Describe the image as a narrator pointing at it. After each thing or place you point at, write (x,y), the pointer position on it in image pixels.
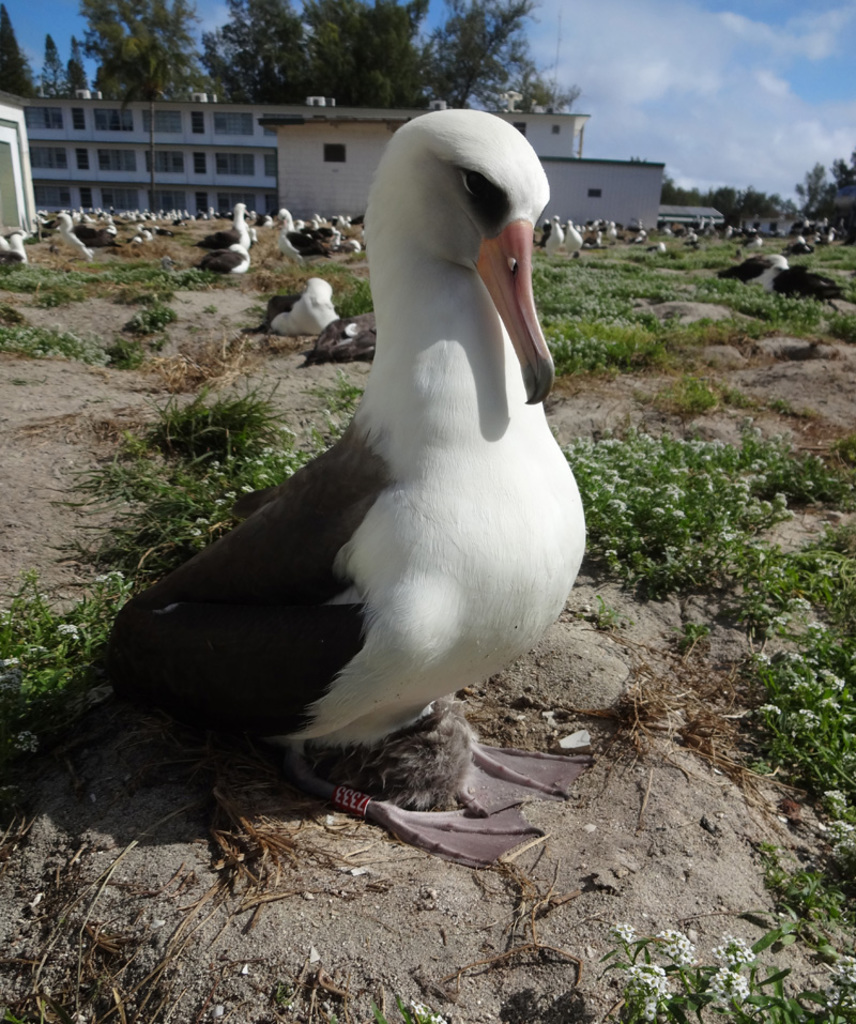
In this picture we can see some birds (728,236), at the bottom (789,715) there are some plants (646,355), in the background (322,153) there is a building (271,140) and trees (280,14), we can see the sky (706,73) and clouds (609,65) at the top of the picture (691,73).
